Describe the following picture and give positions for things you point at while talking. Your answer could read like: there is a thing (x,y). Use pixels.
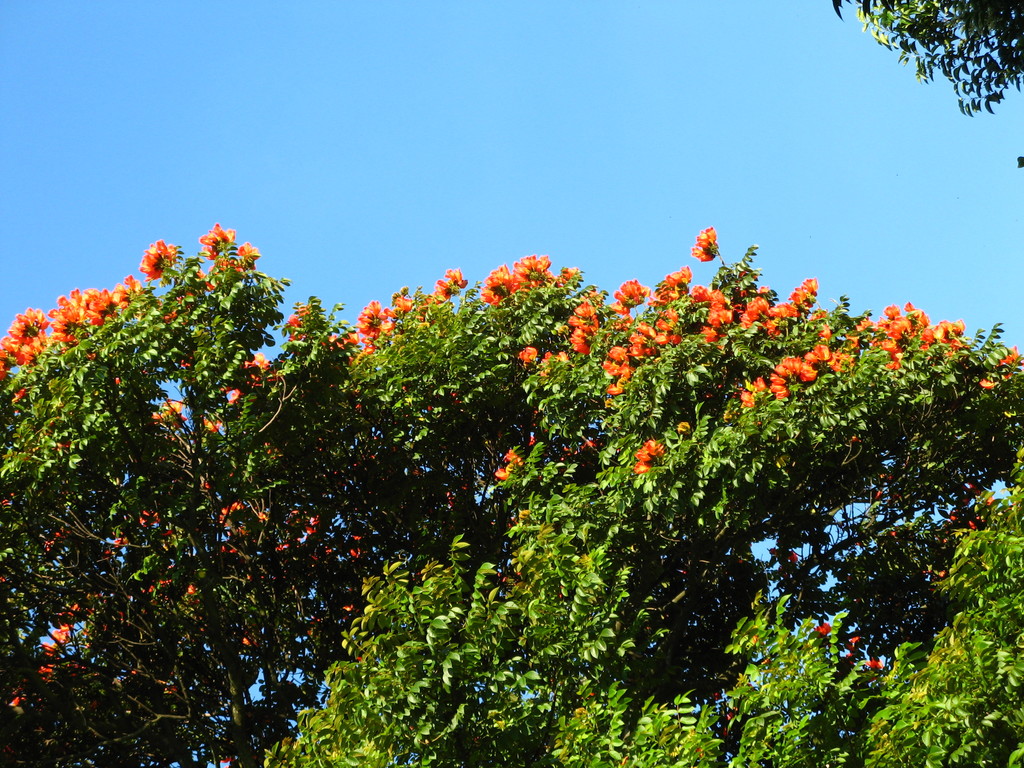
In the image there are branches (446,598) of a tree (869,673), to those branches (196,312) there are beautiful flowers (598,330).
